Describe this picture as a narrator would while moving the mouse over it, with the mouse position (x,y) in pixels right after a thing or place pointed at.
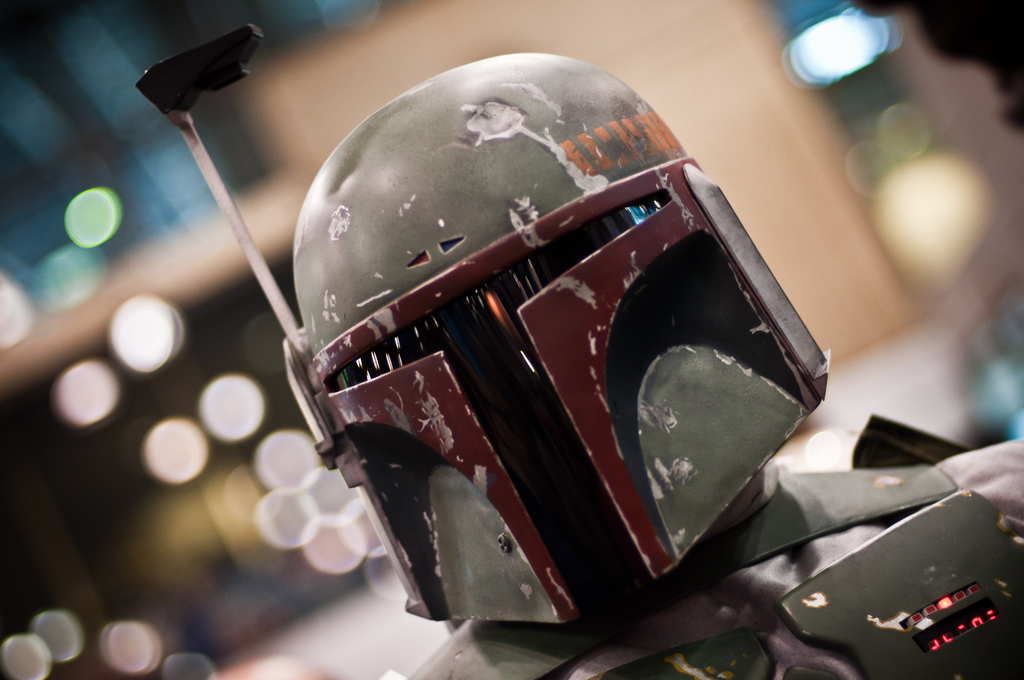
In this image, we can see a person (668,298) wearing a costume (509,450) and the background (267,555) is blurred.
